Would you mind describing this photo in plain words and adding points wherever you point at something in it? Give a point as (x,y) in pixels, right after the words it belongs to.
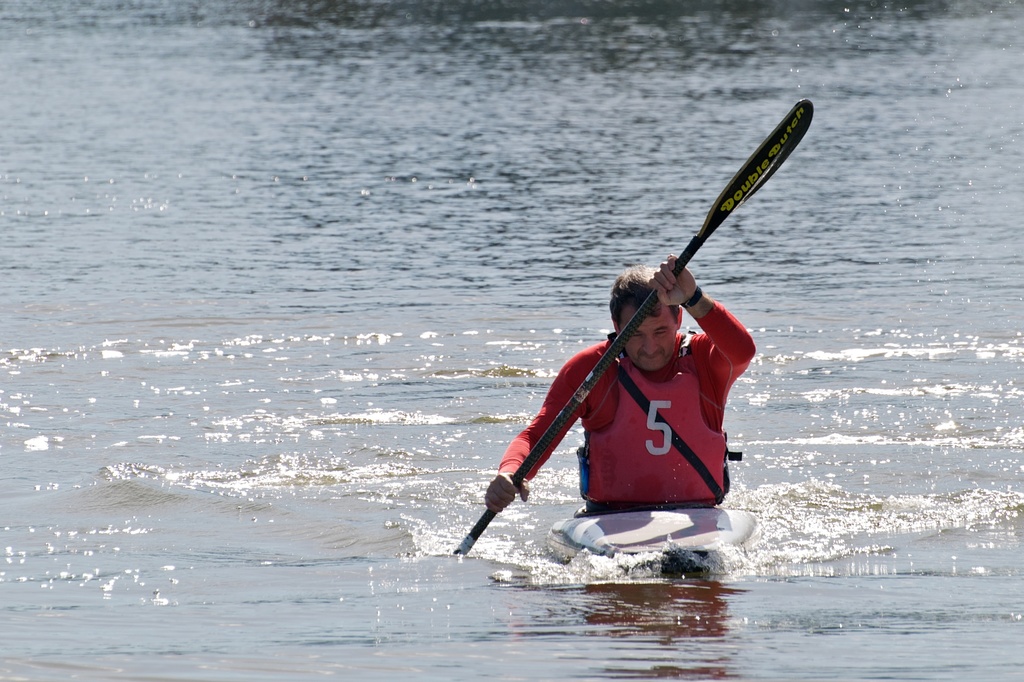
On the right side (689,381), there is a person (742,366) in pink color jacket (655,464), sitting in a boat (590,538) and holding a paddle (739,188). This boat (692,519) is on the water (628,573).
